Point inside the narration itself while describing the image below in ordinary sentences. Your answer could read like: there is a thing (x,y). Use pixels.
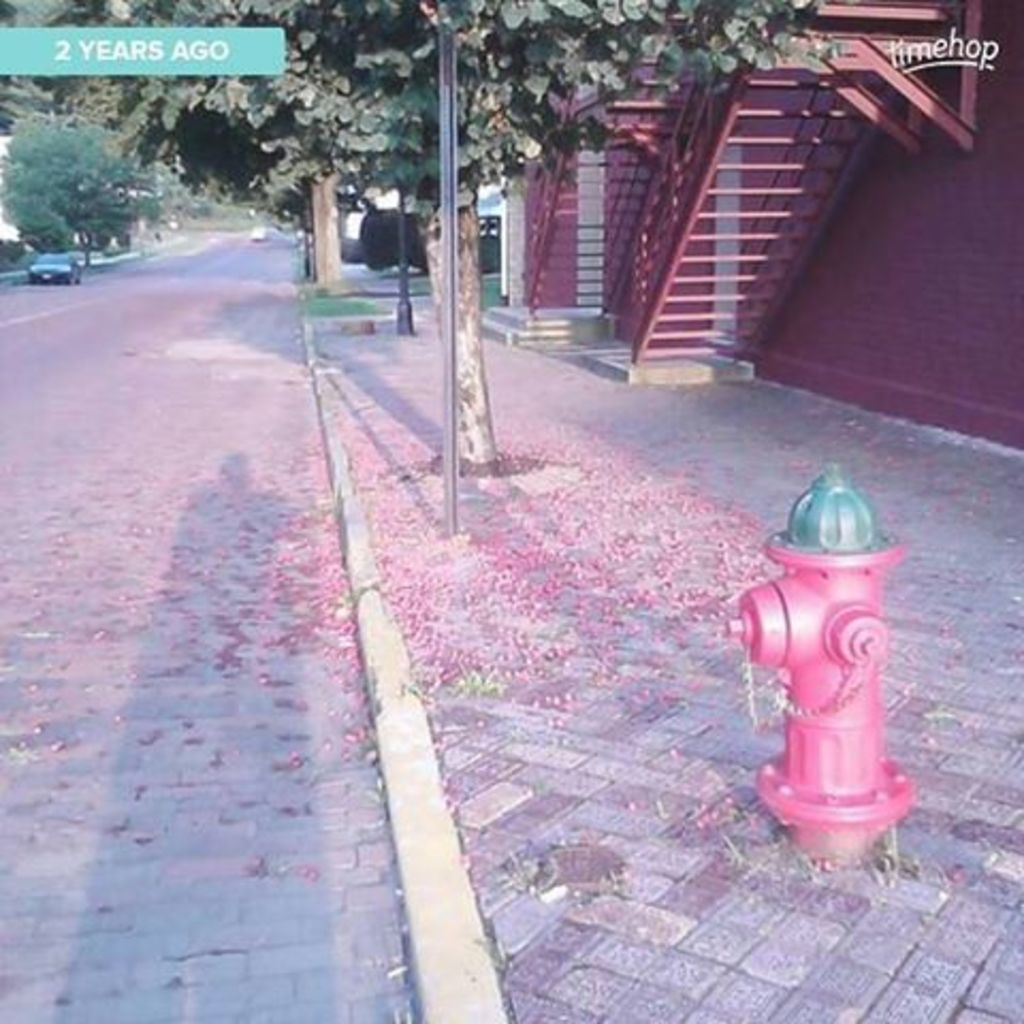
In this picture I can observe a fire hydrant (815,660) on the right side (777,610). There is a staircase (639,166) on the right side (754,184). I can observe a car (50,263) on the left side (52,273). In the background (58,190) there are trees (294,113).
